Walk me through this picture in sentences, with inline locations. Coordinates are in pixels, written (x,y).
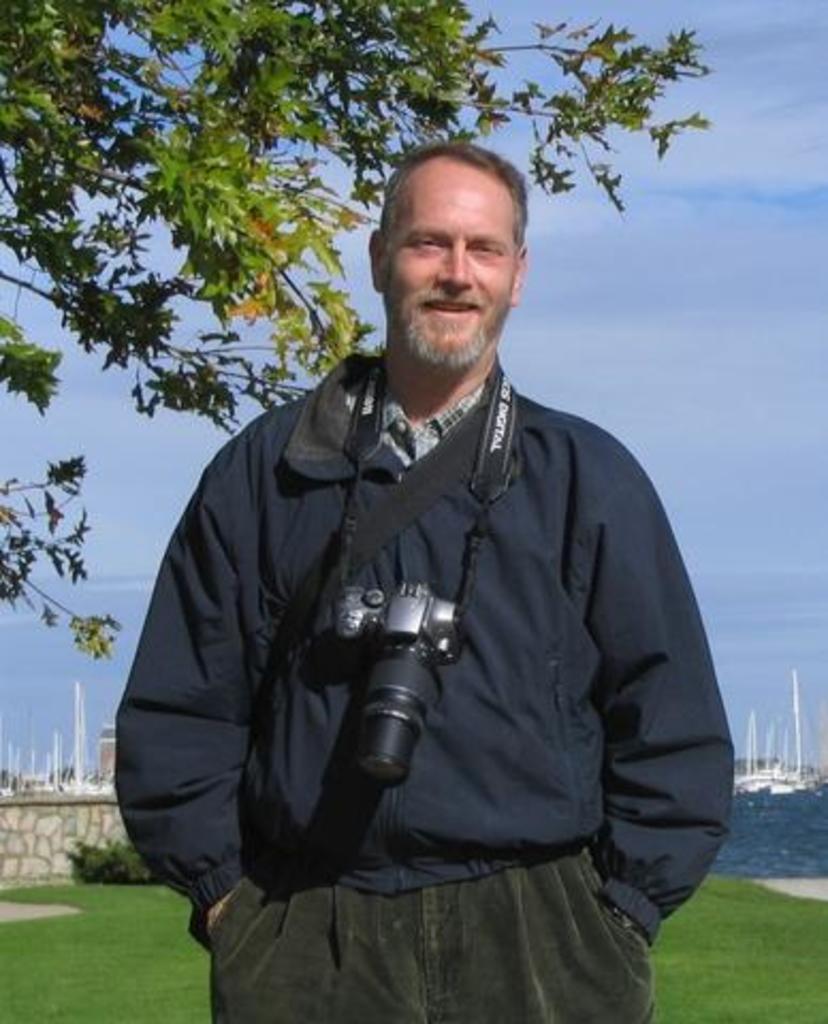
This is the man (494,632) wearing jerkin (501,737) and trouser (458,945). He is standing. He wore camera (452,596) on his neck (472,383). This is a tree (175,159). These are the small bushes (106,854). I think these are the ships (740,778) on the water (779,834). This looks like a wall (25,830). This is a grass (136,978).
